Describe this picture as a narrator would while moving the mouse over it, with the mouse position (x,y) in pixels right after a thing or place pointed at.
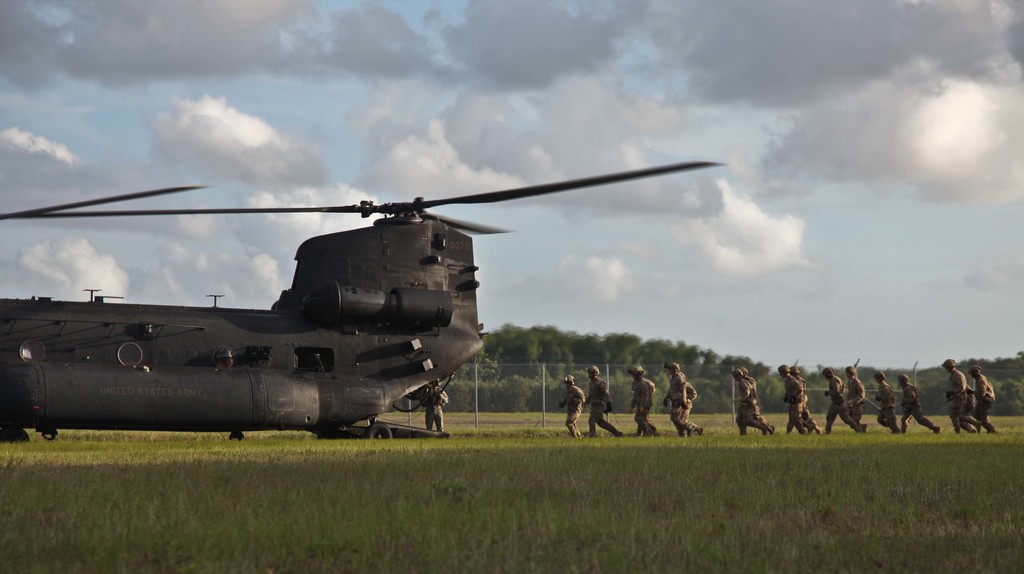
In this picture we can see an aircraft (117,426) on the left side (192,409). Some grass (238,449) is visible on the ground (370,509). We can see a few people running in the grass (910,454). There is a person (442,399) standing near to the aircraft (381,370). Sky (194,195) is blue in color and cloudy.
